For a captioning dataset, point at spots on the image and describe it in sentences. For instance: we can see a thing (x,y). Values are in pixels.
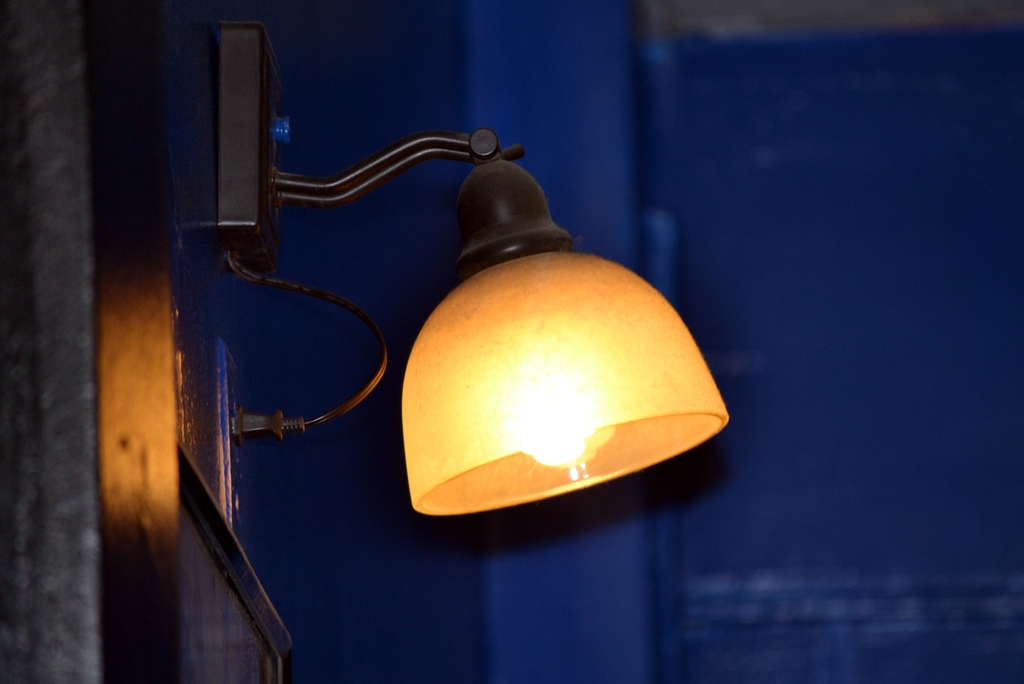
On the left side of the image (231,134) we can see a lamp (246,160) placed on the wall (225,431).
